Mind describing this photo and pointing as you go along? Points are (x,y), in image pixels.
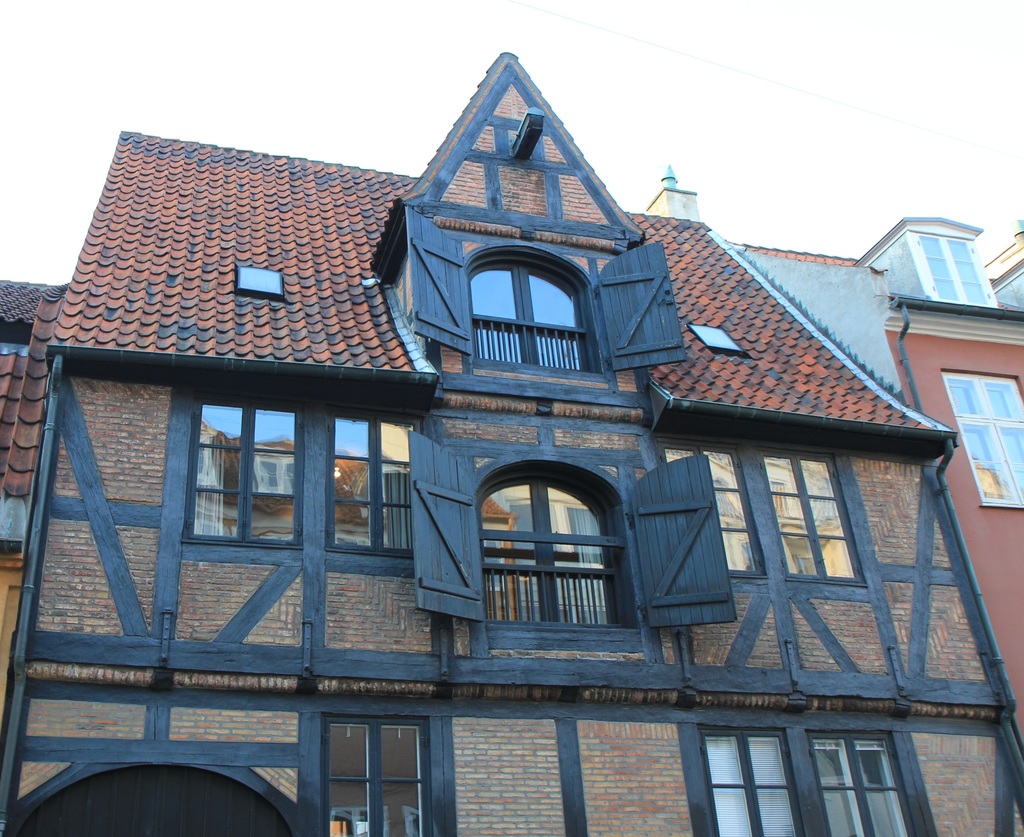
In this image there are buildings (676,405) with windows (347,526) and iron grills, and in the background (354,34) there is sky (355,68).
